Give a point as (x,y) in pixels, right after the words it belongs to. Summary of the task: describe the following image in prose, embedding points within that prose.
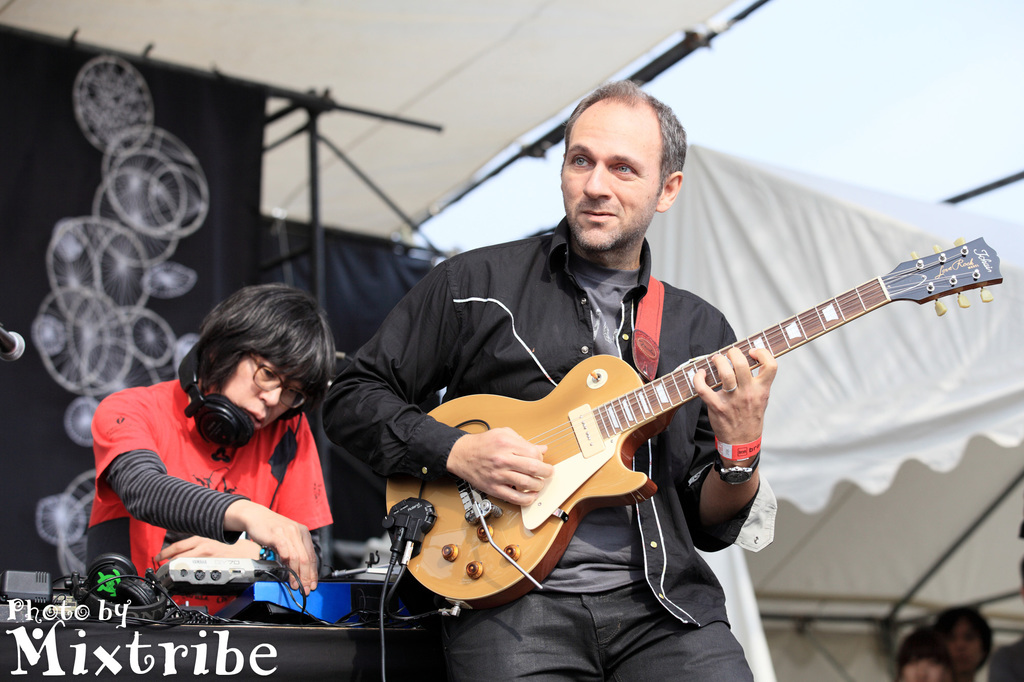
The picture is taken outside where one person (683,529) is standing and playing a guitar (604,434) in a black dress (496,355) and behind him another person (168,463) is standing wearing headphones (221,432) and adjusting some instruments (248,587) and behind him there is one black curtain (76,271) and there are under the tent (355,213) and there is crowd (961,659).
